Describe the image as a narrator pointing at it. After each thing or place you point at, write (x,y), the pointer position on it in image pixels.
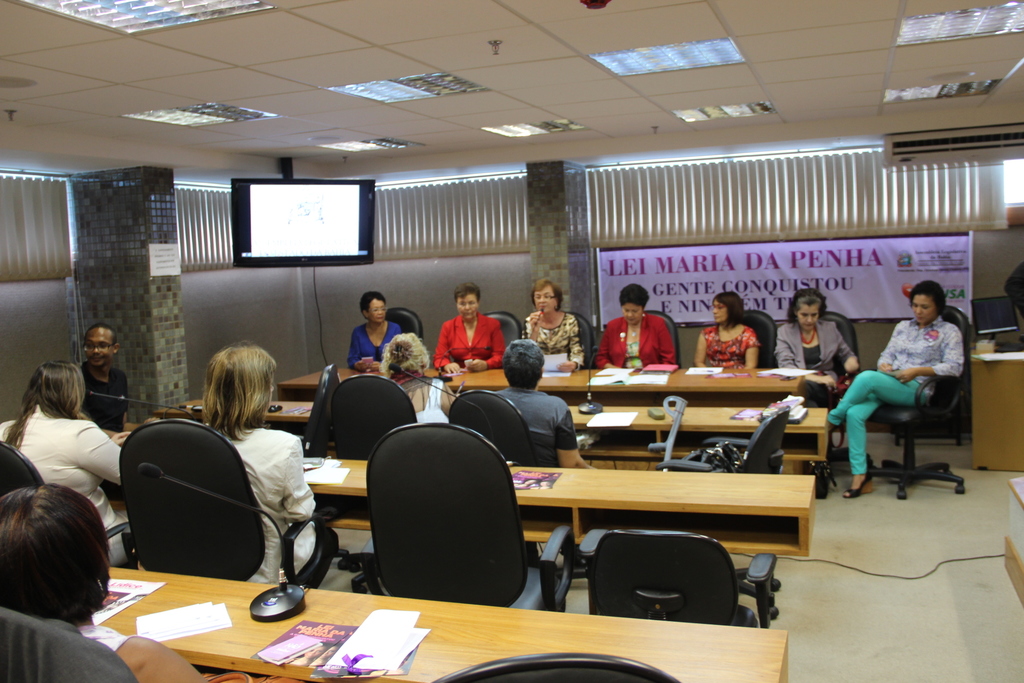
In this image i can see number of people (815,363) sitting on chairs (757,324) in front of desks (720,418), On the desks (730,401) i can see there are few papers (619,369) and few microphones (589,371). In the background (232,257) i can see a television screen (253,243), the ceiling (304,99), few lights (370,86), window blinds (727,198), the wall (276,293), few pillars (168,193) and a banner (702,282).
